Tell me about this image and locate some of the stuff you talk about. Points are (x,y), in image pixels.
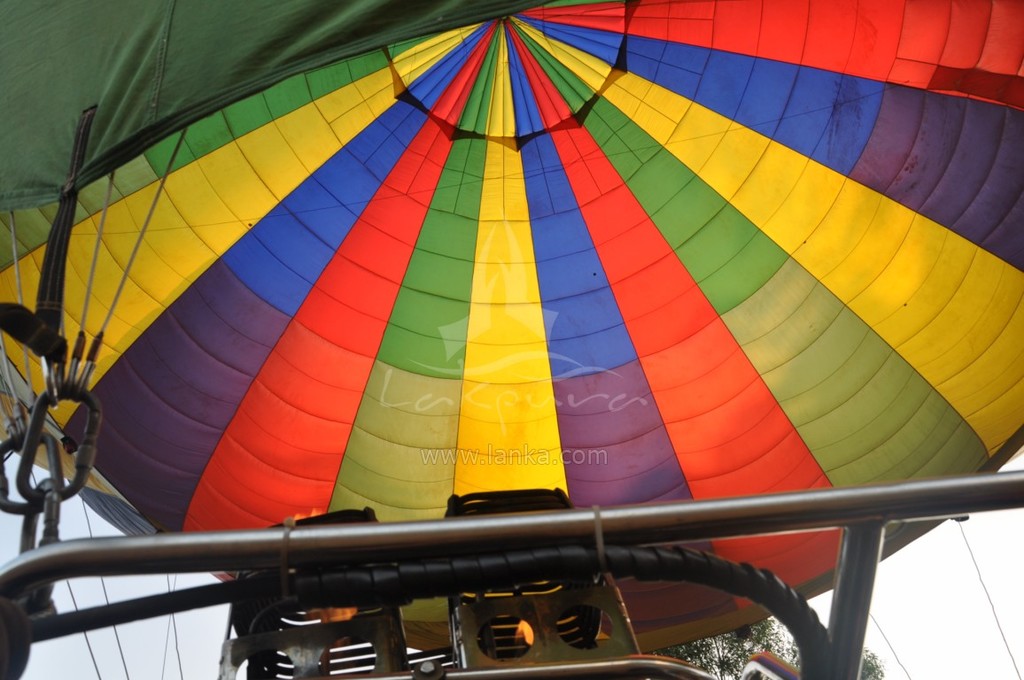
In the picture we can see a hot air balloon (534,341), the hot air balloon (549,348) is with different colors like yellow, red, blue, green and it is tied to the iron poles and behind it we can see a part of tree (873,670) and sky (914,649).
